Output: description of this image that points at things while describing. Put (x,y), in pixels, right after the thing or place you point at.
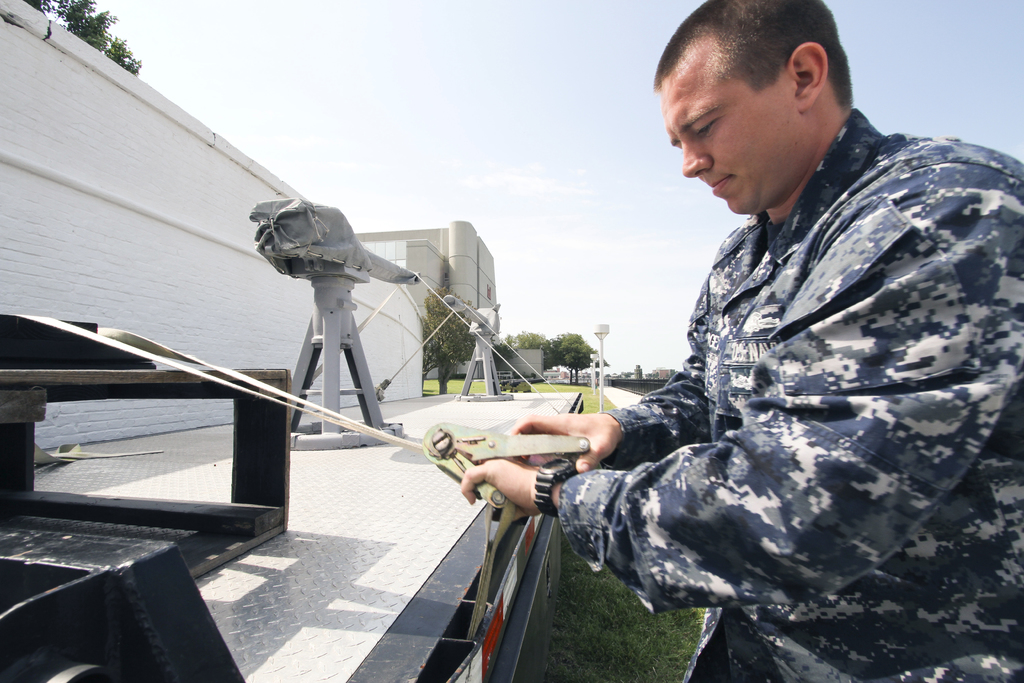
In this image we can see a person (782,402) is holding an object (386,439) and there are few objects (341,446) in front of the person (853,188) and there are few trees (556,349), a building (398,258), poles (602,352) and the sky (573,144) in the background (495,155).
